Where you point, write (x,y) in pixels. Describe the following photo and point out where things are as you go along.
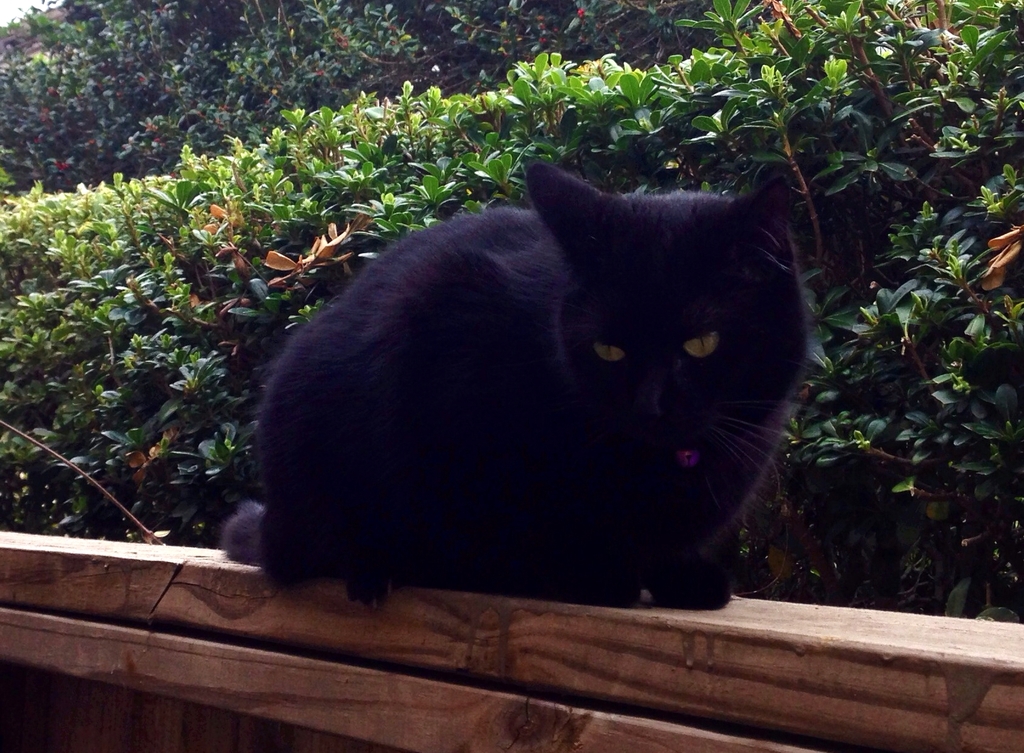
In the center of the image (553,302), we can see a cat (540,348) on the wooden fence (301,633) and in the background (364,120), there are trees (631,181).
